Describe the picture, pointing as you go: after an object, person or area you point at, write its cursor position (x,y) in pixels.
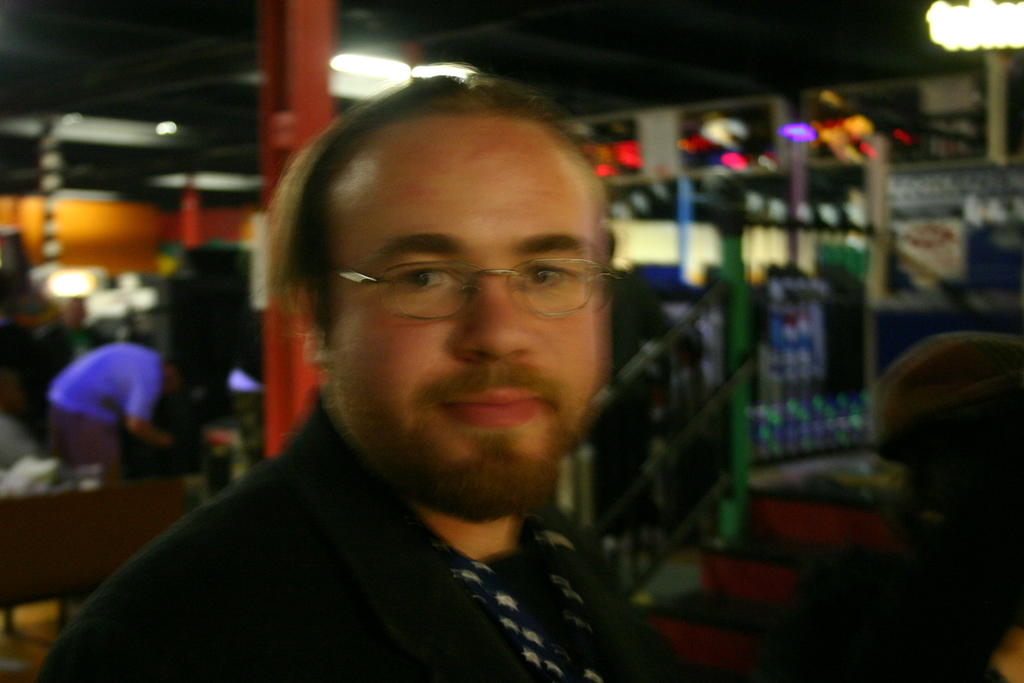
In this image we can see a person (467,404) wearing the spectacles (452,307), also we can see the pillars (801,169), lights (799,127), people (92,405) and some other objects (692,472).
